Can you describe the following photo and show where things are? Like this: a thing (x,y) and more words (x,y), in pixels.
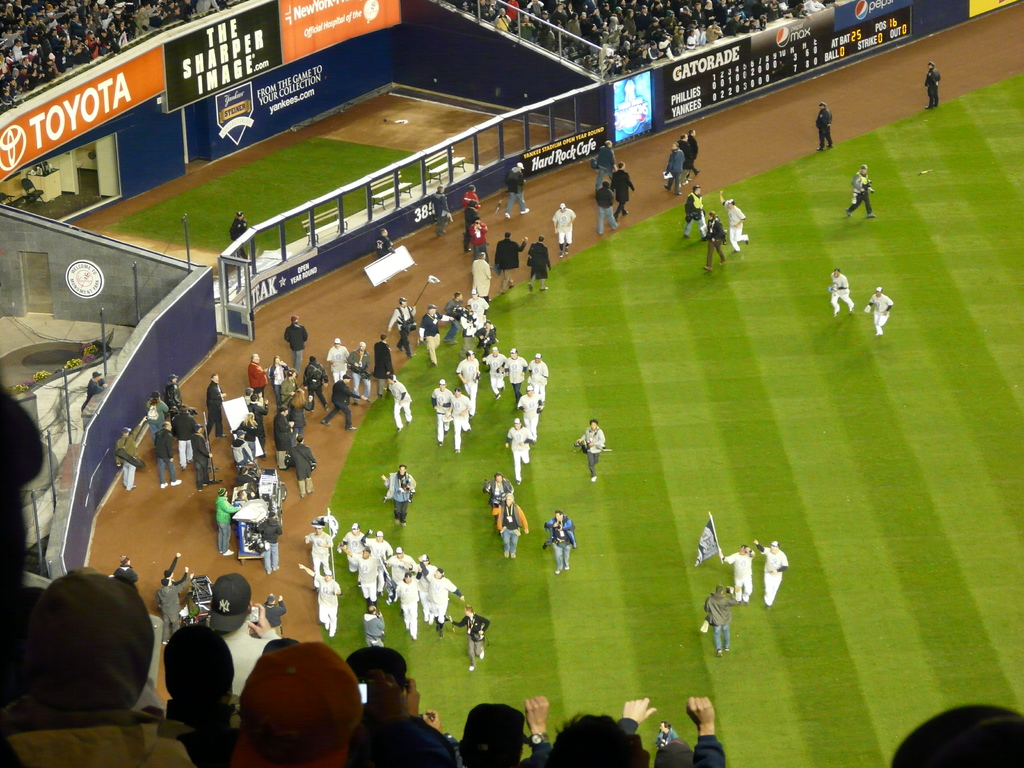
In this image we can see a group of people (773,577) standing on the ground (717,577), some people (394,486) are holding some devices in their hands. One person (748,571) is holding a flag (720,549) in his hand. In the center of the image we can see a door (232,285), boards (775,57) with some text (219,49) and a screen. On the left side of the image (27,192) we can see some plants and chairs (40,191) placed on the ground (25,208). In the background of the image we can see group of audience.
